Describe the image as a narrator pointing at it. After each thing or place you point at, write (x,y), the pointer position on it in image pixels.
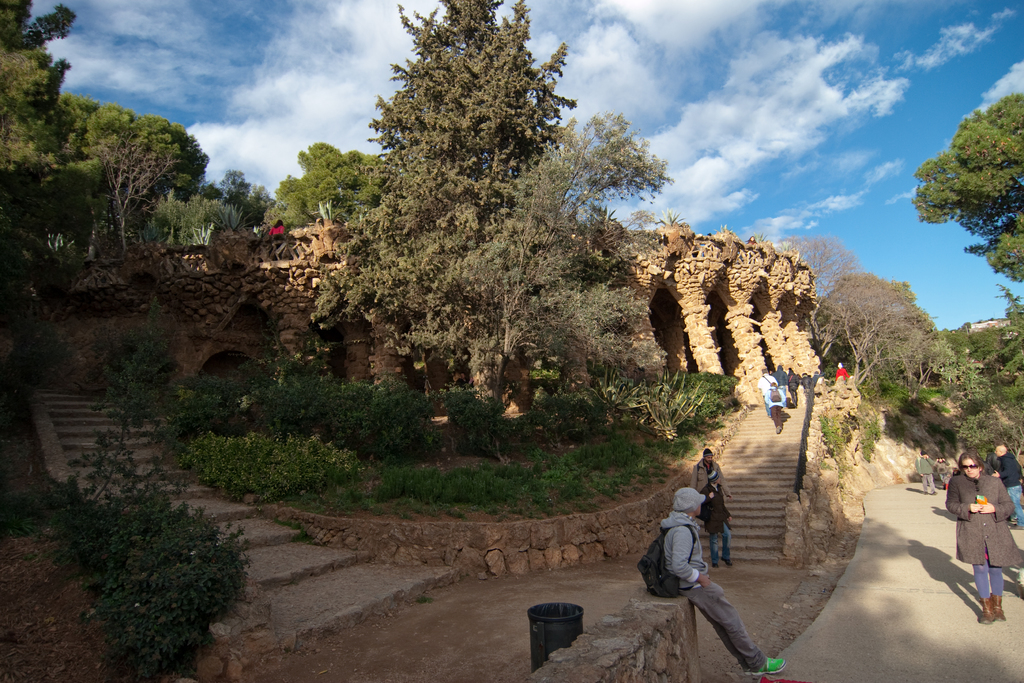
In the image we can see there are people (949,469) standing on the ground (883,539) and there are people (776,416) standing on the stairs (762,416). There are plants (474,456) and trees (828,246). There are stone buildings (756,259) and there is a cloudy sky (881,12).
